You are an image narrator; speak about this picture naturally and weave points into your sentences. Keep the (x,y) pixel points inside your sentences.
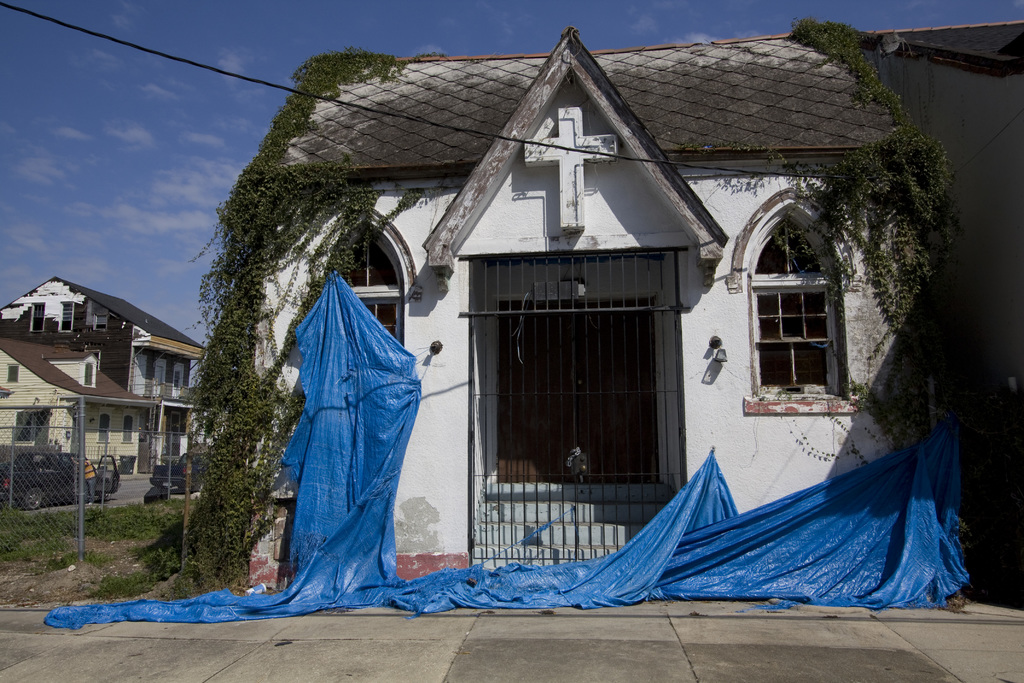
In this image we can see a house (402,131) with roof (369,154), windows (364,251), a door (559,468), gate (486,477), a staircase (587,539) and a cross (584,225) on it. We can also see some plants (235,524) and a tarpaulin (315,573) on the ground (328,662). On the left side (124,454) we can see some houses (151,357), vehicles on the road (126,499), grass (105,529), a metal fence (82,517), a wire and the sky (108,209) which looks cloudy.
